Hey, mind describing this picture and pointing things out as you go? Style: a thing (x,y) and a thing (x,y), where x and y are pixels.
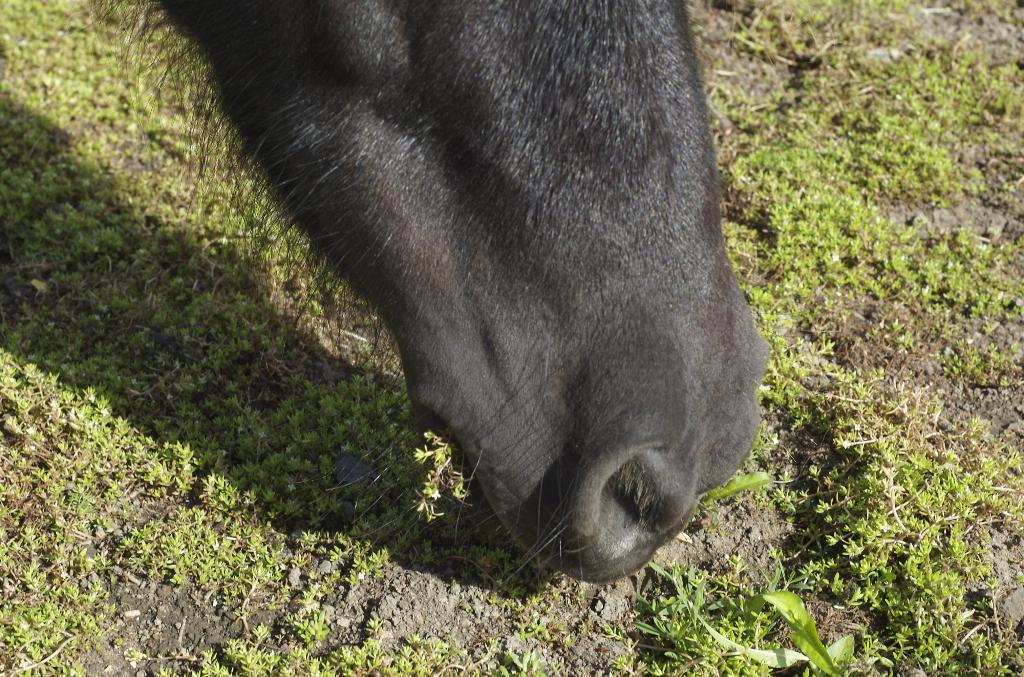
In this image I can see the animal (543,249) in black color. I can see the green color grass (301,483).
